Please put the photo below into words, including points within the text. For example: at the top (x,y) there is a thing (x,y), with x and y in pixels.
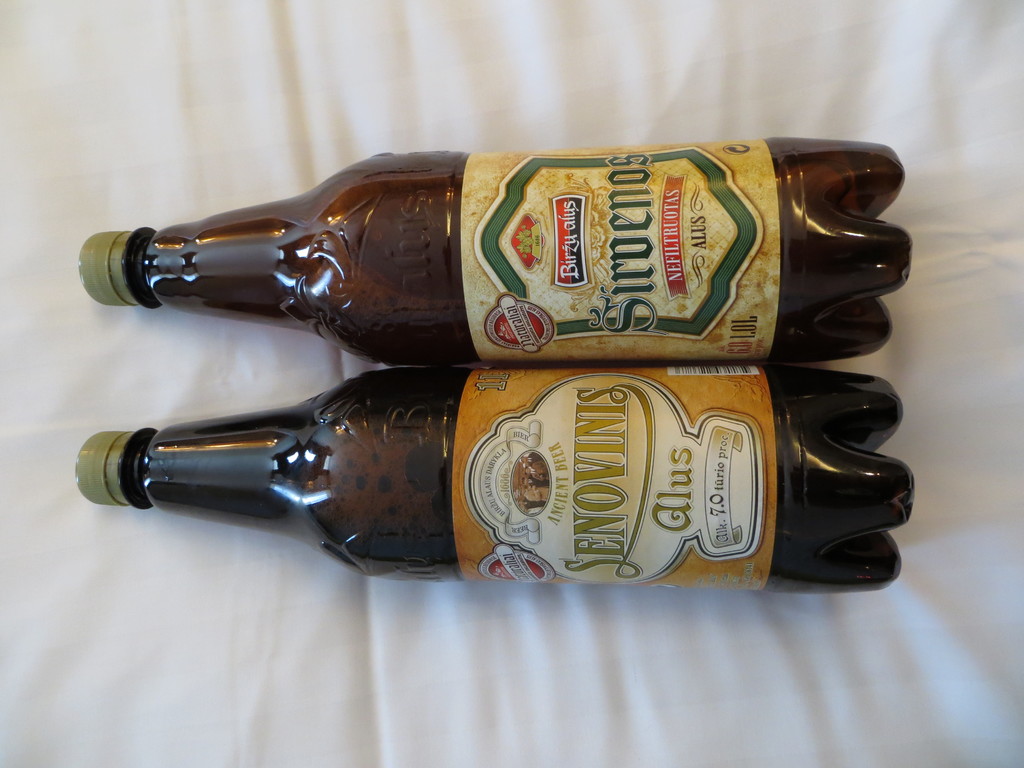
This picture is mainly highlighted with two bottles (640,198) which are laid on a white cloth (752,764).
